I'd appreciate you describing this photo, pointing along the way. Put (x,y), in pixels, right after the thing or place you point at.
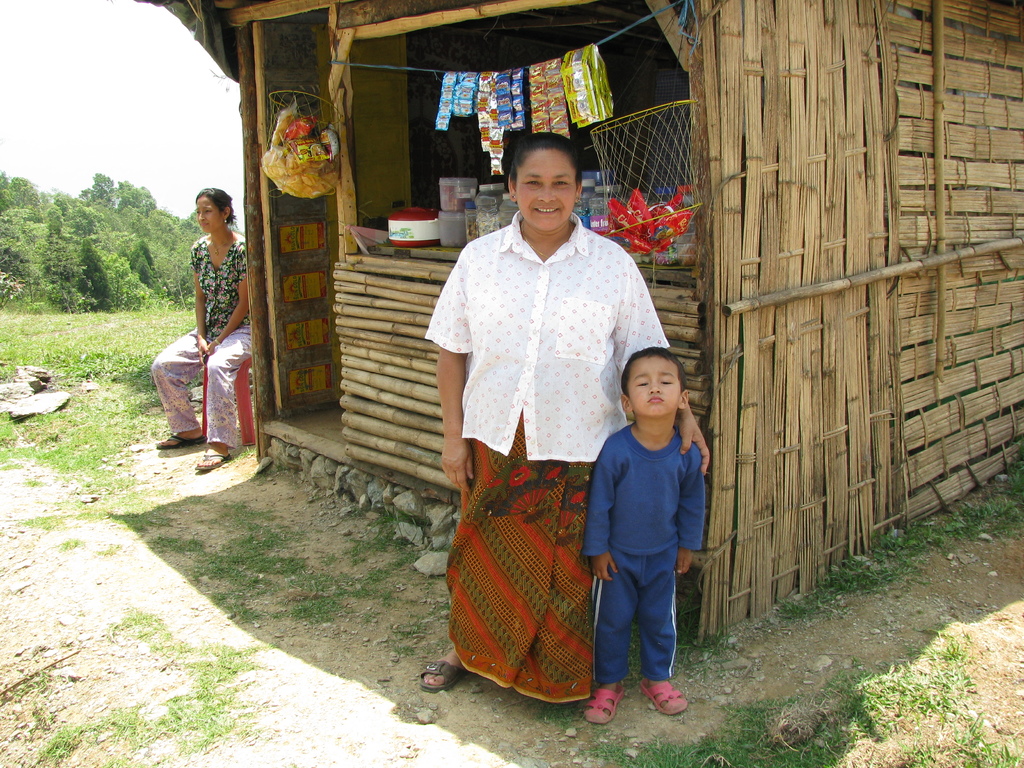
In this image I can see a woman (551,365) wearing white, orange and green colored dress (529,391) and a child (624,572) wearing blue colored dress (624,572) are standing. In the background (764,224) I can see a shed (918,258) which is made up of wood (810,233), few objects (583,126) hanged to the rope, a woman (209,254) sitting on the stool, few trees (127,251) and the sky (134,73).
